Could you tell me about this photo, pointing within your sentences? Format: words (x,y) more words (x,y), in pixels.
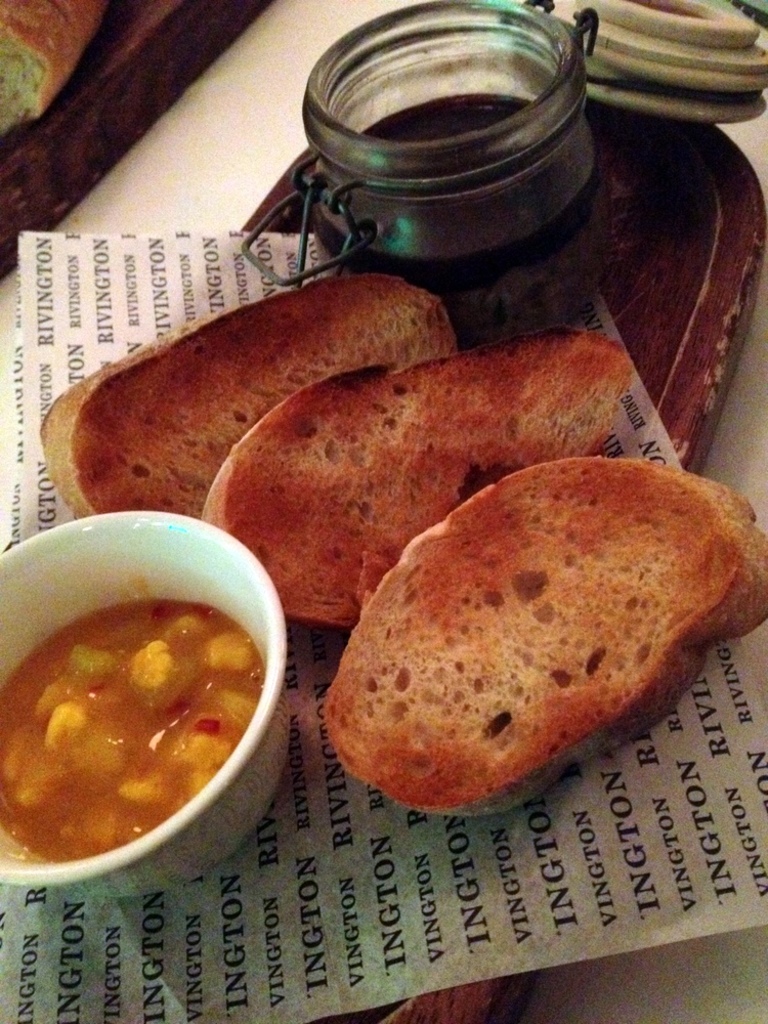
In this image there is a table (706,983), on that table (706,978) there is a plate (651,247), in that plate (682,204) there are some food items (560,410) and a paper (456,864).
